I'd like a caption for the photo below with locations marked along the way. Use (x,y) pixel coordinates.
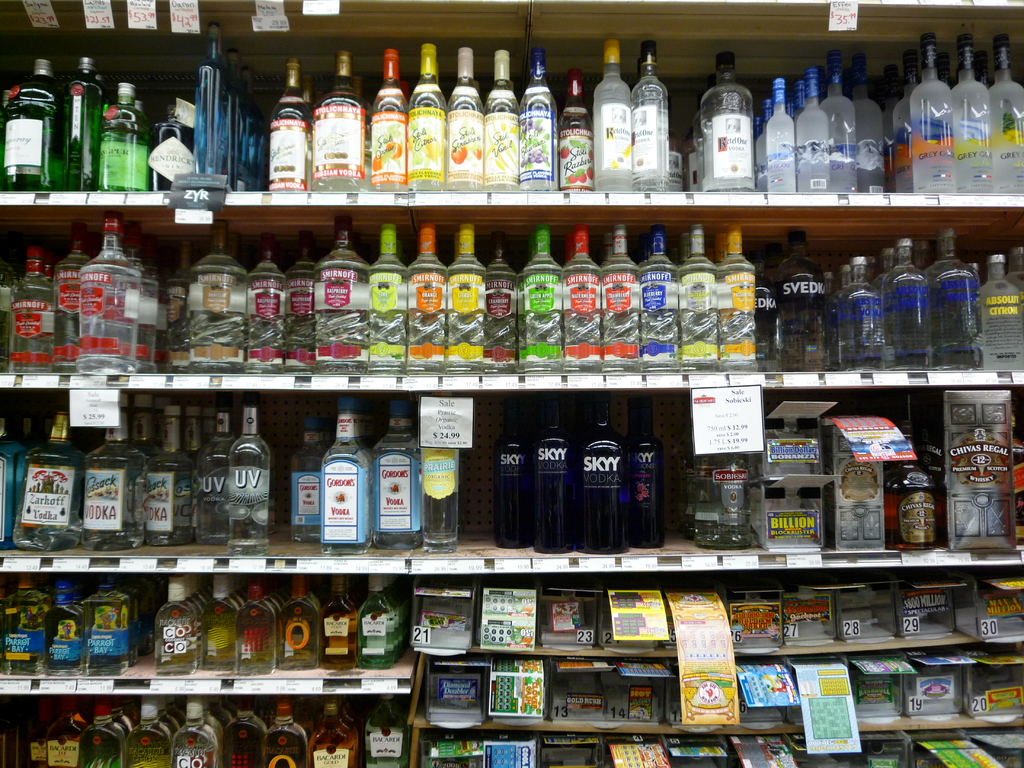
In the foreground of this image (454,319), there are many bottles (616,480) and boxes (473,663) in the rack (432,656) with price tags (745,411) attached to it.
